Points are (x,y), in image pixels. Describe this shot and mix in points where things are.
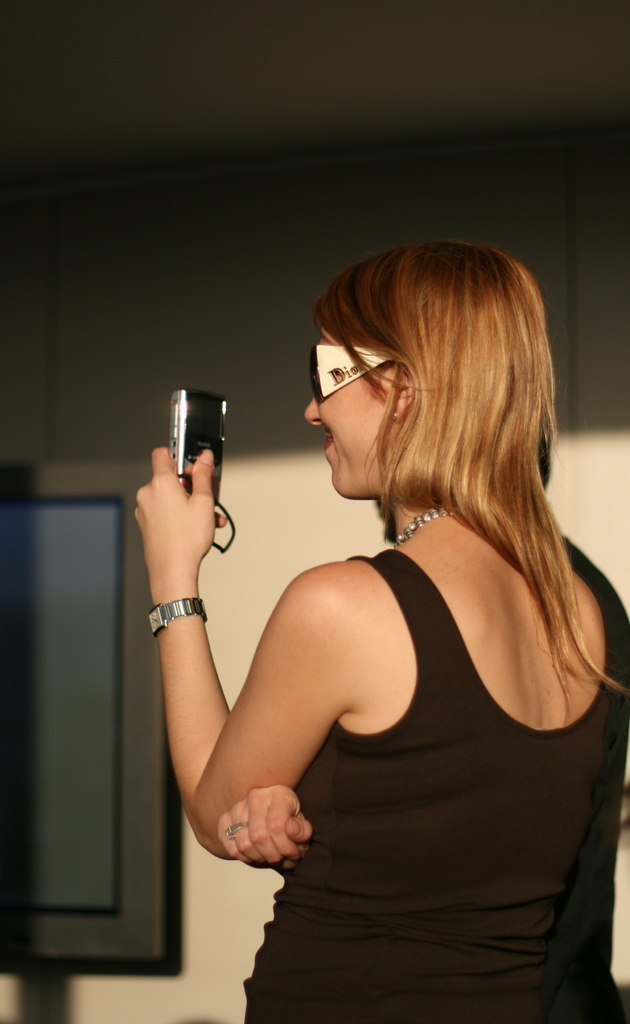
In this image, we can see a woman (411,615) standing, she is wearing specs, she is holding a camera (177,425), in the background (611,190) there is a wall (77,325) and we can see a screen (33,840).
